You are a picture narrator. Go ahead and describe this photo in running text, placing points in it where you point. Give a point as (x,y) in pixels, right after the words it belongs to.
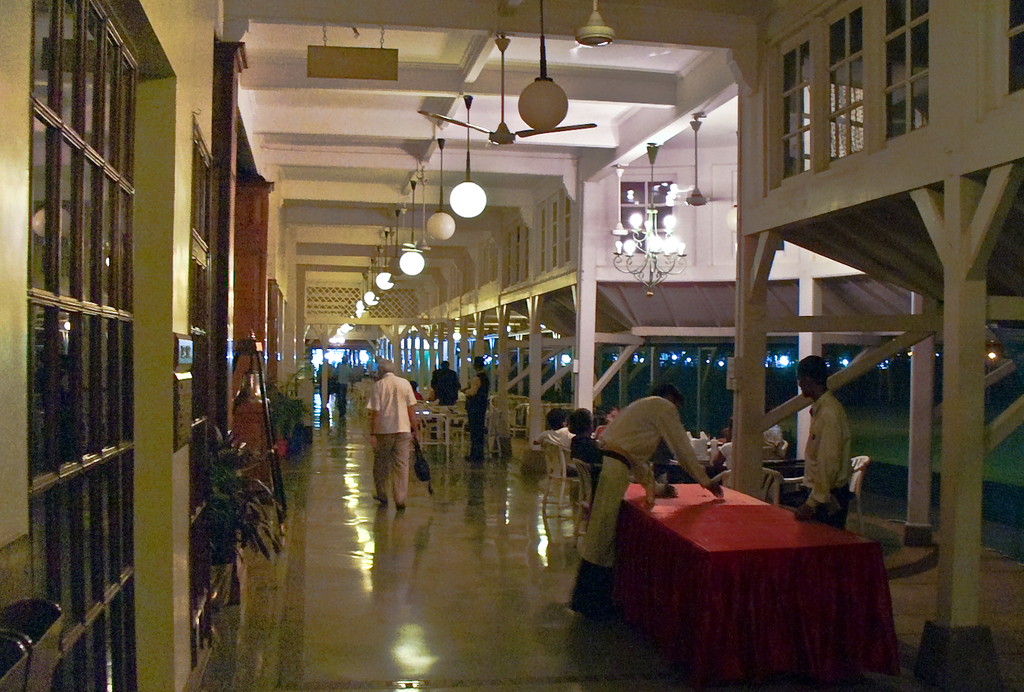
There are group of persons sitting in a chair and there is a table (438,409) in front of them and there are some persons (624,448) standing behind the tables (426,406).
